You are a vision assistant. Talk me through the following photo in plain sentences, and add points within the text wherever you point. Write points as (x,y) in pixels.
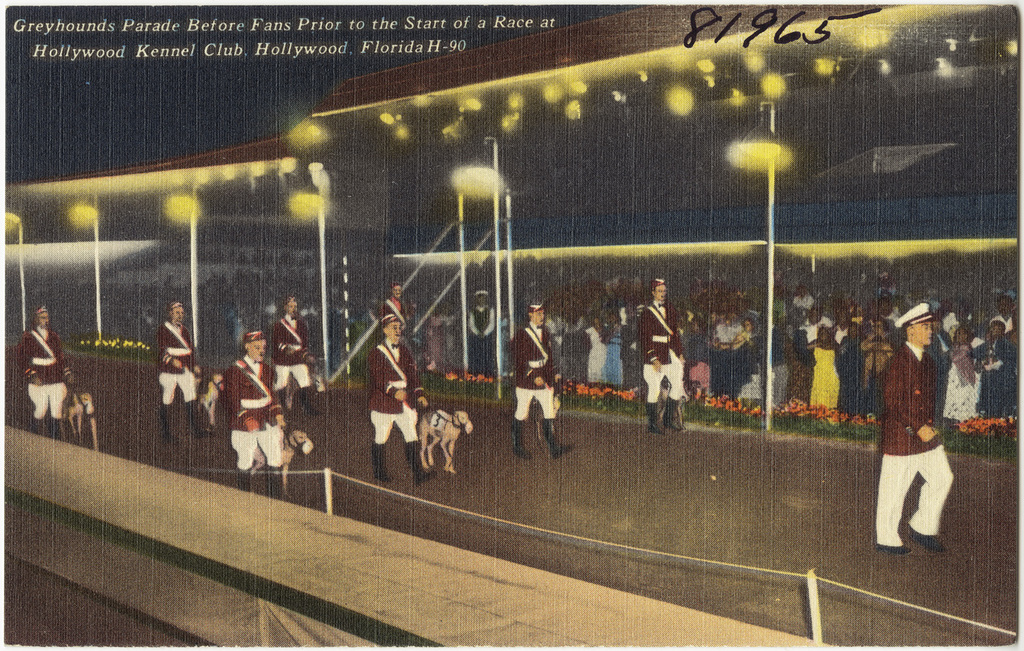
In the picture we can see an art of a people's (64,378) wearing maroon color uniforms (50,380) are walking on the road (128,425) and we can see an animals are also walking along with them. In the background (954,34), we can see the light poles (766,169), few people (1001,323) standing there and we can see the tents (816,63). Here we can see the edited text (450,46) on the top left side of the image (86,24).
